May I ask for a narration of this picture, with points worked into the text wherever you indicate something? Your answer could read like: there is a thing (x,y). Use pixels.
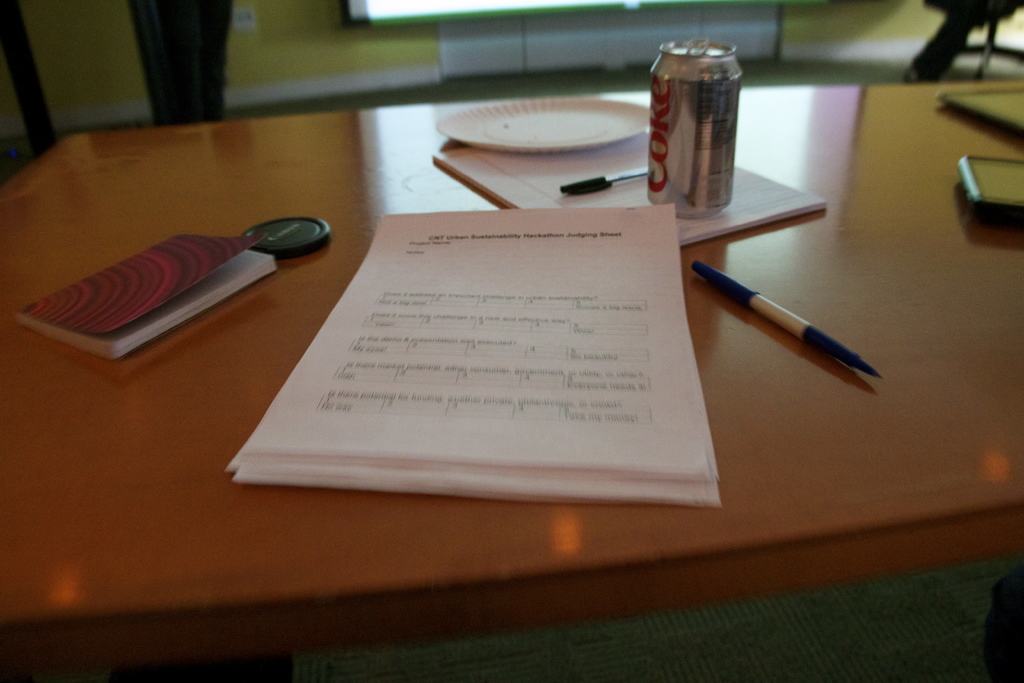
In this image we can see many objects (621,186) placed on the table (190,345). There is a projector screen (455,15) at the top of the image (423,12). There are few objects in the image.
